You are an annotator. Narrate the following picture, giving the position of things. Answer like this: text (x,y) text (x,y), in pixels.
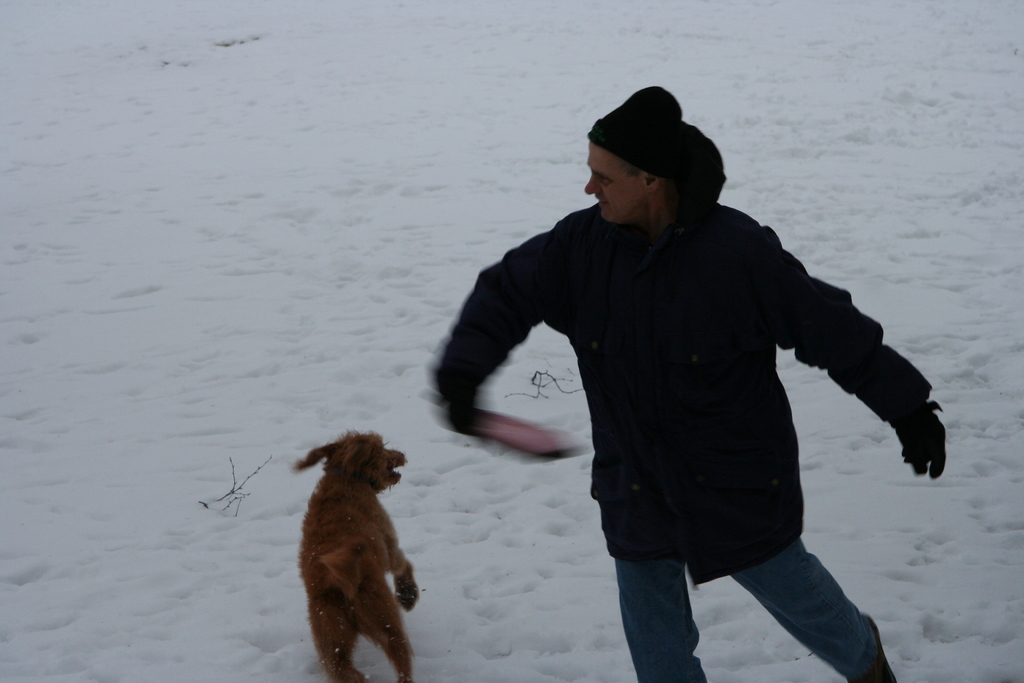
In this image we can see a man (632,502) and a dog (303,570) on the snow land (367,158). The man (662,317) is wearing black color jacket (673,477) and holding Frisbee (505,416) in his hand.
